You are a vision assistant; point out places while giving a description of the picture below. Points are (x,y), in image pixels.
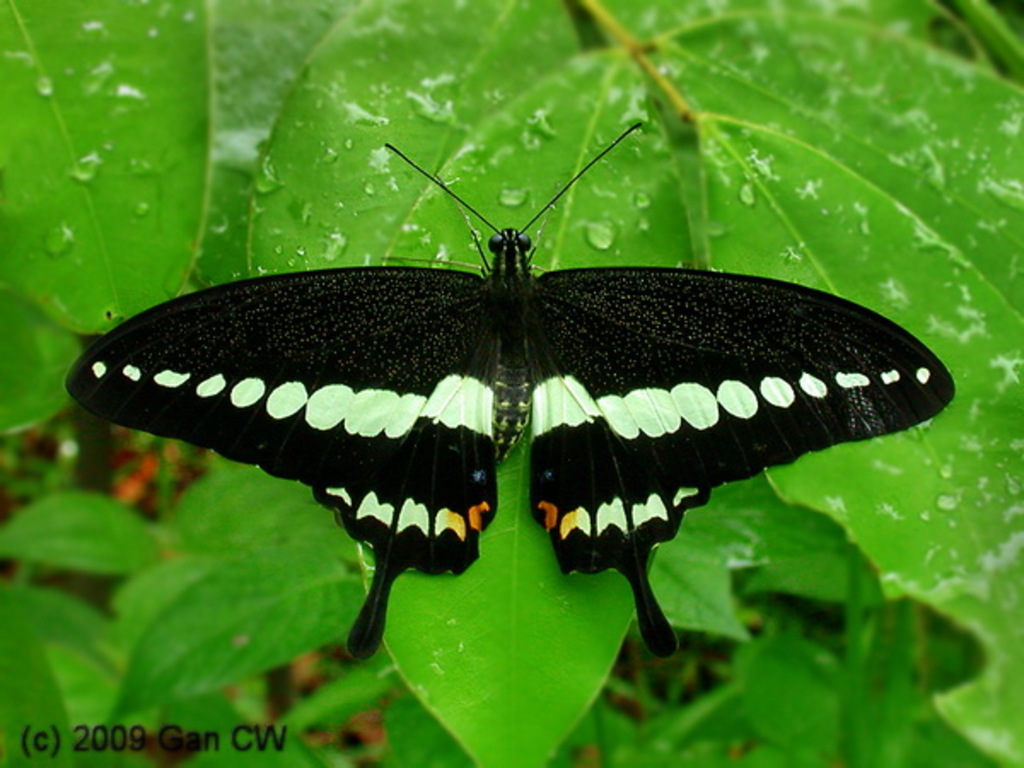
In the center of the image (571,258) we can see a few leaves (702,517) with water drops (924,518) on it. And we can see one butterfly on one of the leaves (886,493). At the bottom left side of the image (199,751), we can see some text (124,734). In the background (114,695), we can see it is blurred.
